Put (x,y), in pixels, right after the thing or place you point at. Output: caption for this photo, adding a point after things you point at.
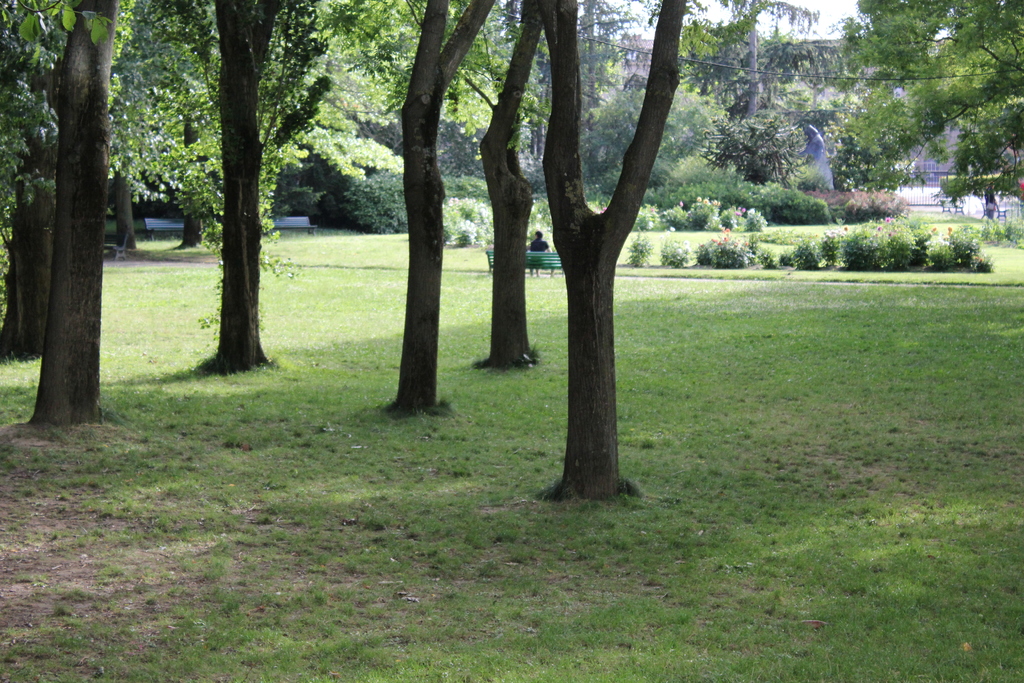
In this image, we can see so many trees (928,41), plants (376,224), flowers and grass (367,499). Here we can see a person (536,247) is sitting on the bench (548,267). Here there are few objects (943,185) we can see. Top of the image (803,4), there is a sky (833,5).
